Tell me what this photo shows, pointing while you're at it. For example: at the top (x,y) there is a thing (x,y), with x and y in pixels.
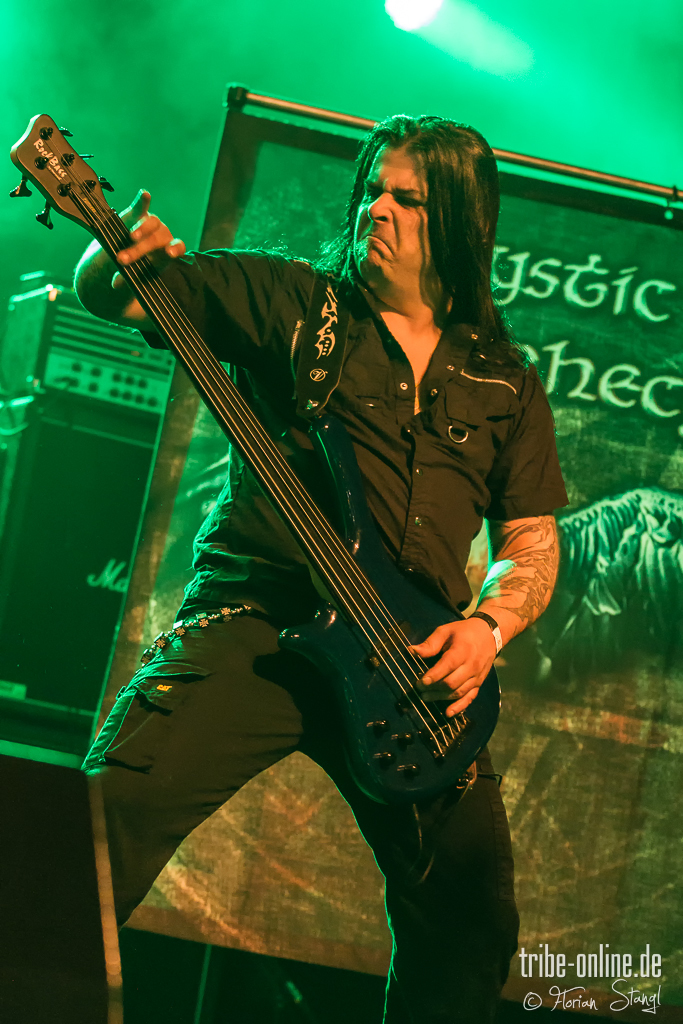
In the center of the image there is a person (549,466) holding a guitar (81,181). In the background of the image (157,596) there is a banner (281,149). To the bottom of the image (578,958) there is text (572,964).
